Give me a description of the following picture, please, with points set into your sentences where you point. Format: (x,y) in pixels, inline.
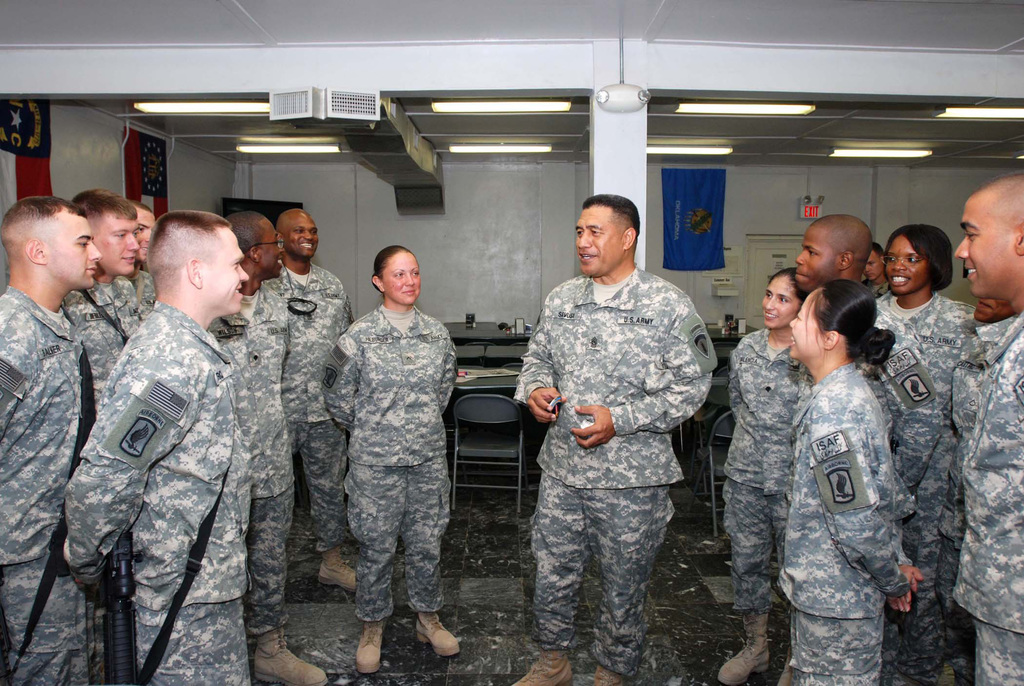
In this picture we can see a few people (876,308) standing and smiling. We can see a person (669,445) holding the objects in his hands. There are a few chairs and other objects (529,324) at the back (524,341). We can see an EXIT sign board (802,208) and some colorful objects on the wall (660,175). There is a pillar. We can see some lights (262,103) and other objects (289,95) on top of the picture (258,144).
